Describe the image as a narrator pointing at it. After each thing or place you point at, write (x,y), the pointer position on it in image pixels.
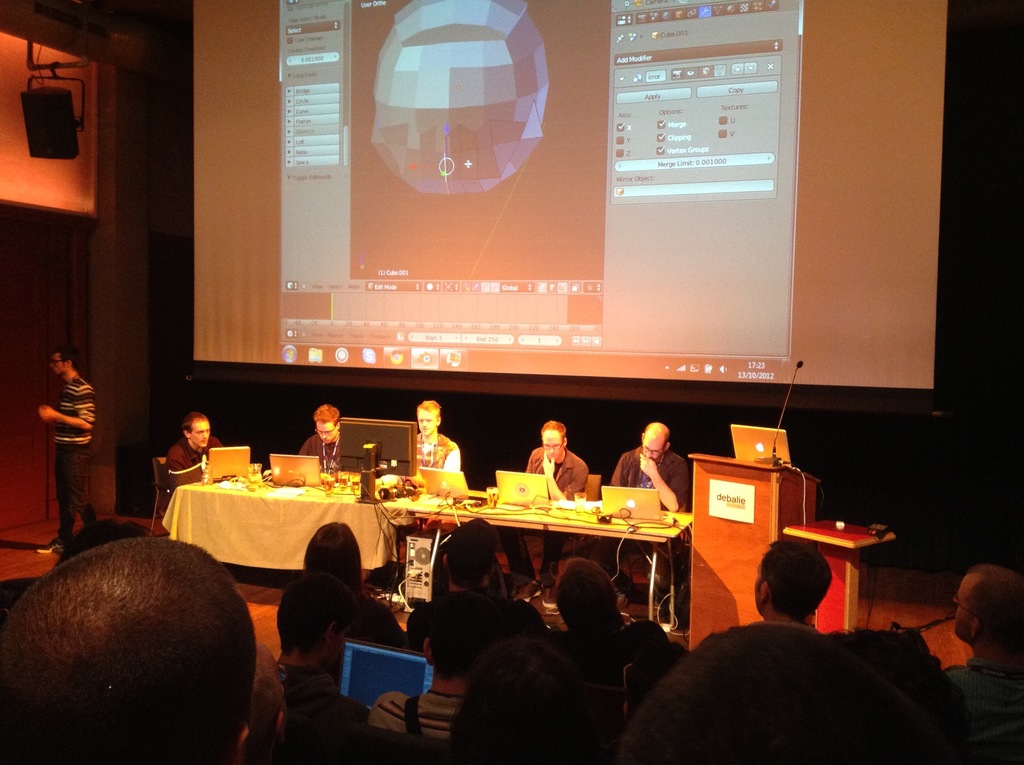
In this image people (445,462) are sitting on chairs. In front of them there is a table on the table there is a monitor (361,430), laptops (632,491). Here there is a podium (739,479) on it there is a laptop (760,432) and a mic (786,404). In the foreground (113,663) there are many people (720,719). In the background (395,305) there is a big screen (597,53). Here there is a speaker (43,115). people (137,571) are looking towards the screen (563,322).
